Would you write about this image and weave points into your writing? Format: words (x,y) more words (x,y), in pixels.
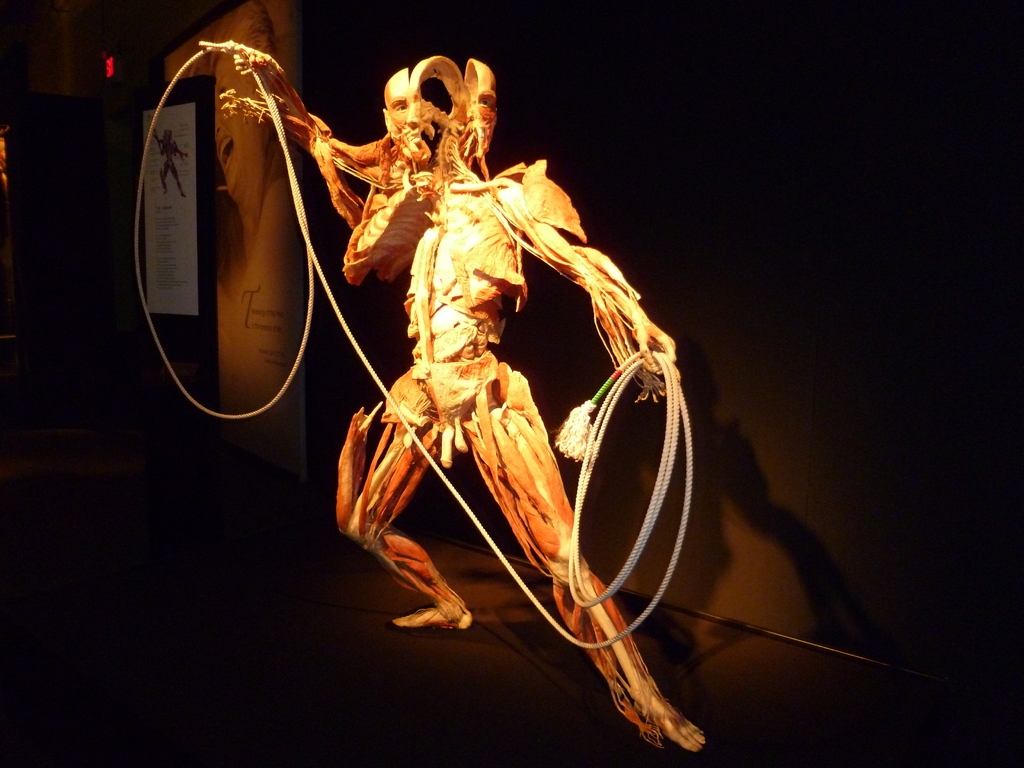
In the image there is a skeleton of a person (429,289) with muscles (439,263). It is holding a rope (594,436). Behind the skeleton (504,423) there's a wall (709,82). On the left side of the image (149,171) there is a poster (159,154) with image (173,180) and text (188,259). Behind the poster (185,165) on the wall (246,255) there is an image (240,189) and text (276,316).
